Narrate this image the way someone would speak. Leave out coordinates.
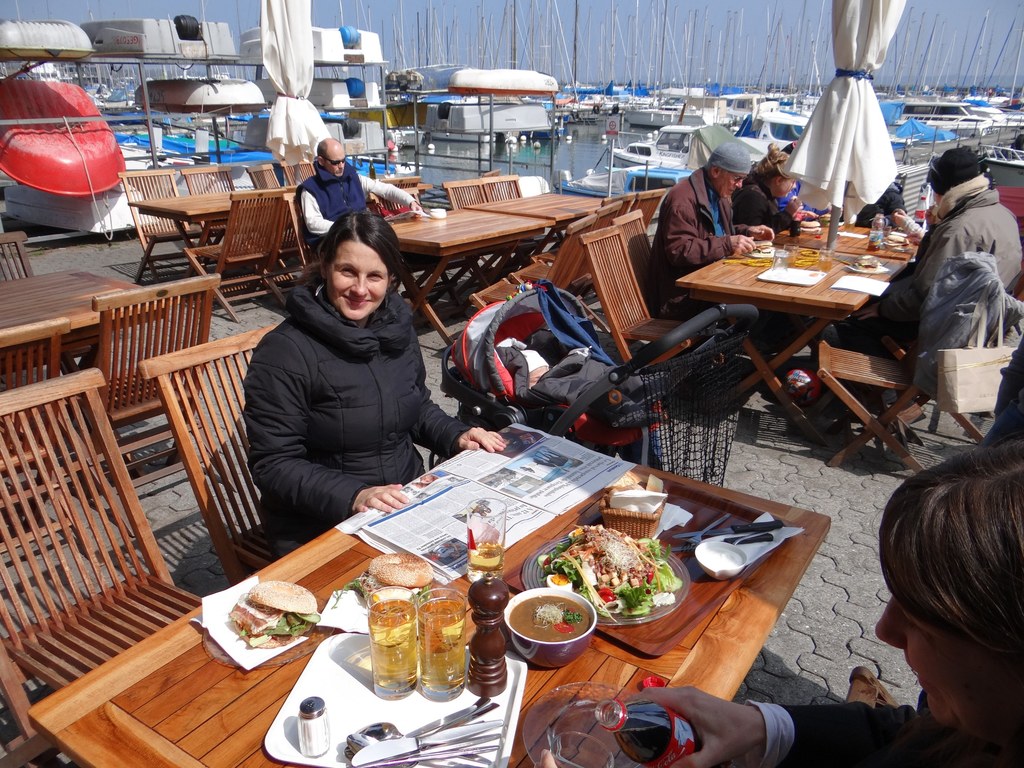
There is a group of a people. They are sitting on a chair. There is a table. There is a bottle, bowl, fork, knife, sandwich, food item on a table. We can see the background there is a boat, umbrella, sea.
